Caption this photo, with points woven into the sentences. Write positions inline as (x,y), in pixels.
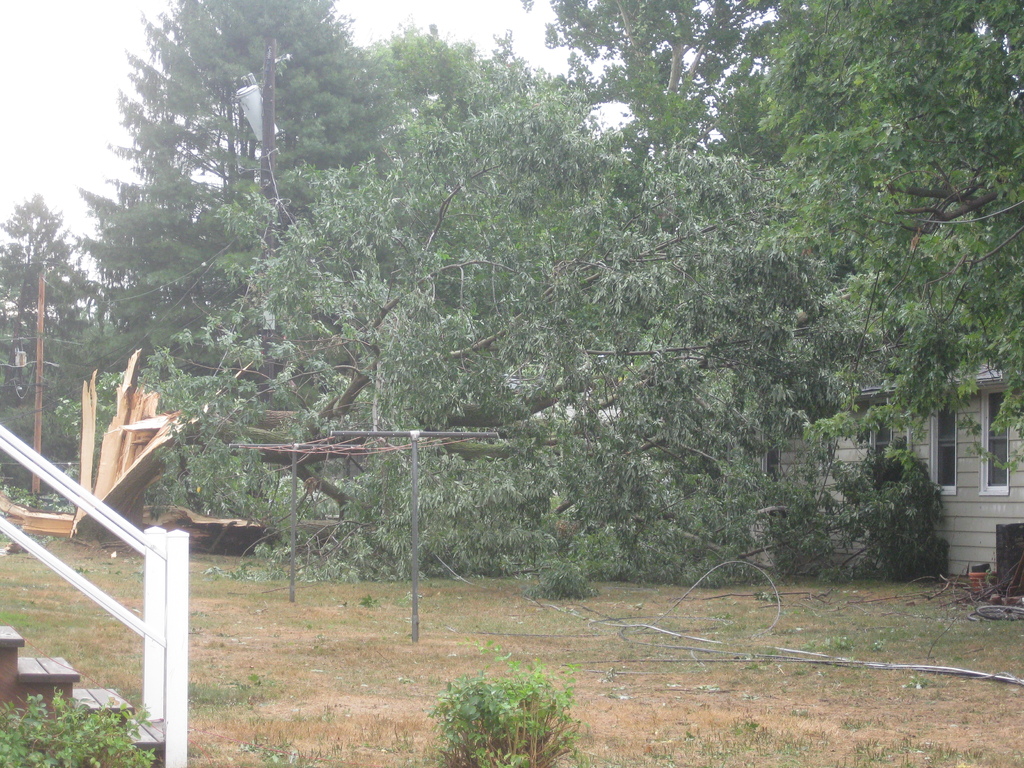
In the image there is a land (125,595), stairs (65,682), house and many trees (348,273).
